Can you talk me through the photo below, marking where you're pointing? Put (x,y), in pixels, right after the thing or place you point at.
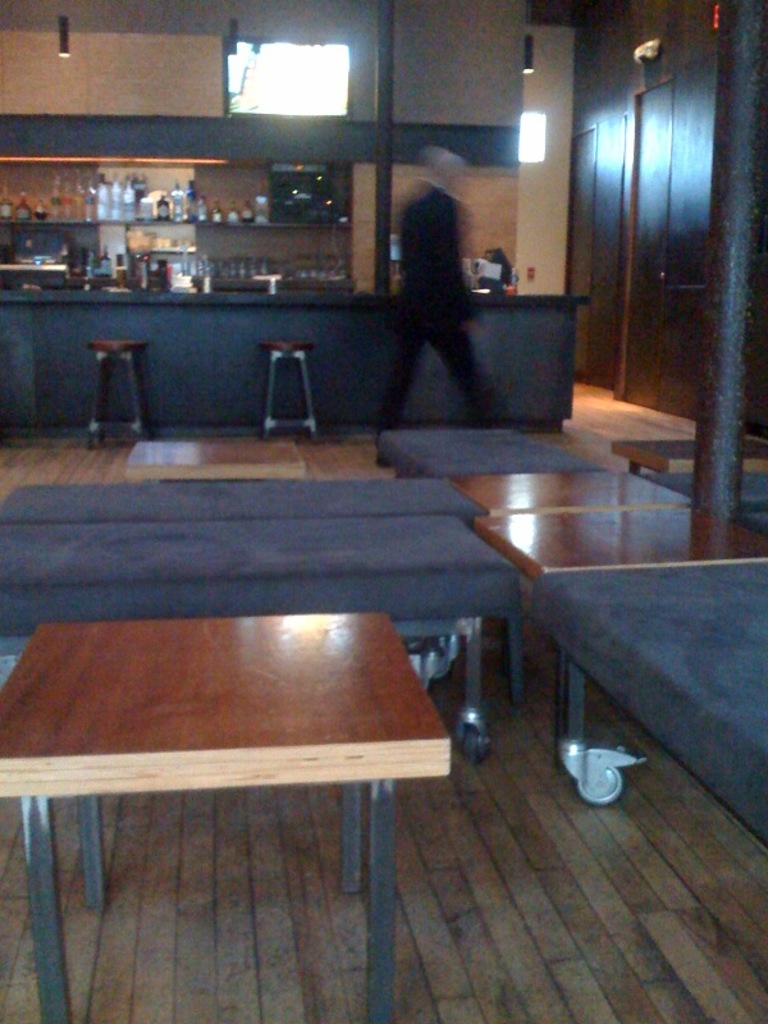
There is a man (419,312) on the floor (659,430). Here we can see tables (165,752), stools (286,396), and poles (728,323). In the background (17,145) we can see bottles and a wall (492,100).
